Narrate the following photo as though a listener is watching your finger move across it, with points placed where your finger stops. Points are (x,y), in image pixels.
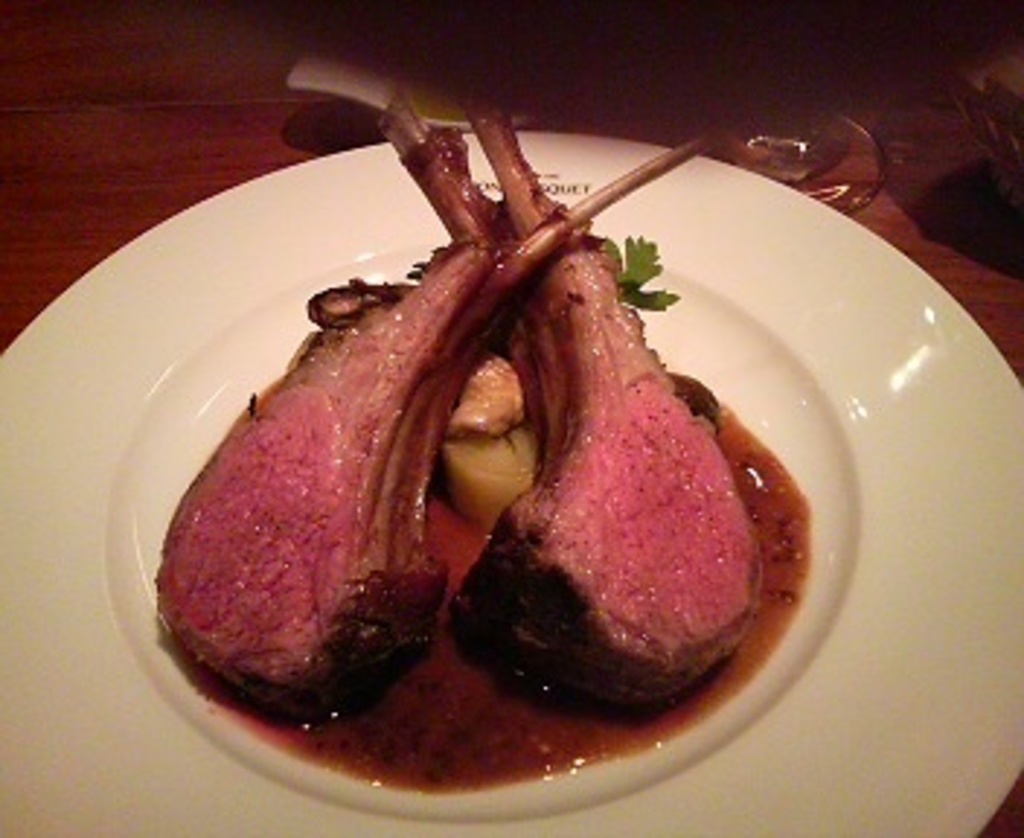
In this image we can see some food (570,579) containing lamb chops (502,542), coriander leaf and sauce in a plate (888,453) placed on the table (937,259).
